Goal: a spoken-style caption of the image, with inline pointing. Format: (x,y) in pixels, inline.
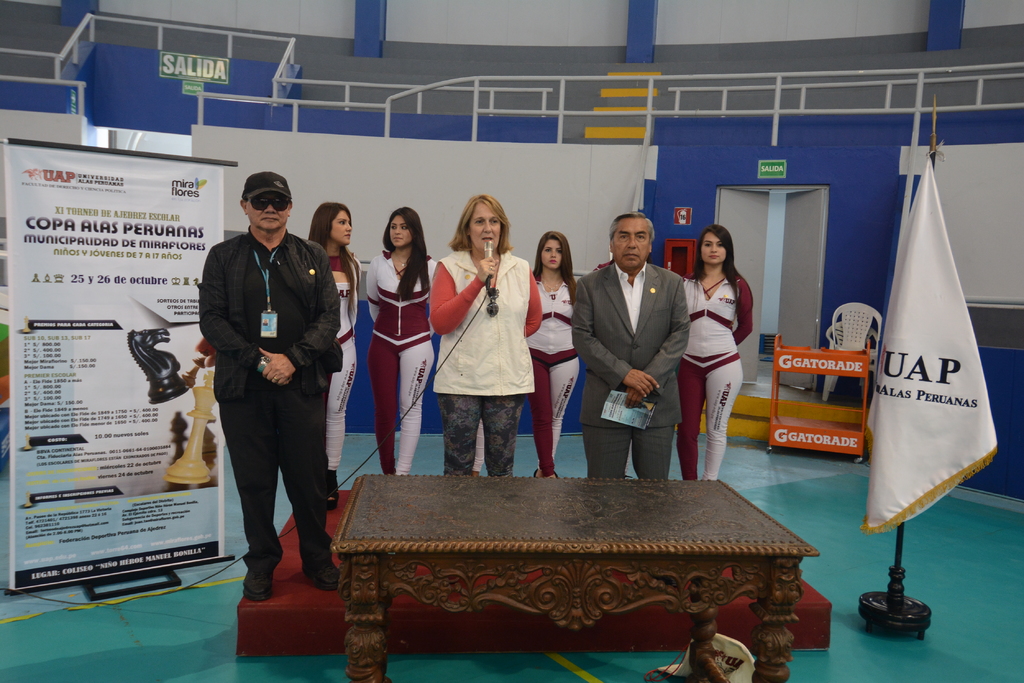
Here we can see some persons (466,341) are standing on the floor (108,643). This is table (546,575) and there is a flag (939,412). Here we can see a woman (456,302) is talking on the mike (488,282). This is banner (32,339). There is a door (761,267) and this is chair (848,347).
